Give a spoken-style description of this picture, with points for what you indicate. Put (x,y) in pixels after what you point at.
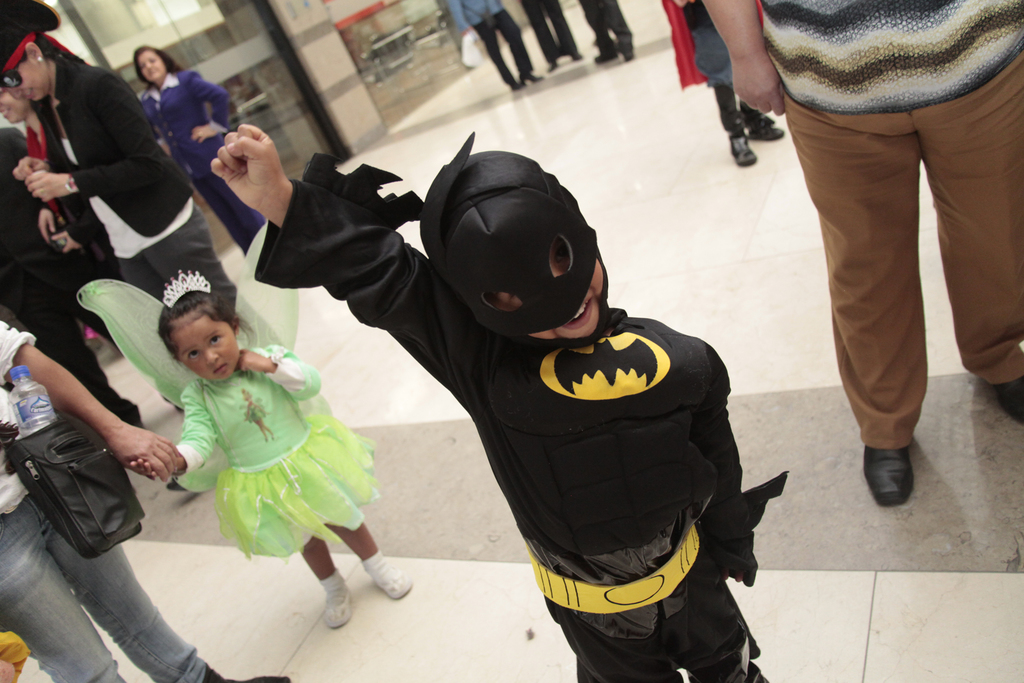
In this image I can see the group of people (349,520) are inside the building (388,507). I can see these people (23,77) are wearing the different color dresses (70,89) and one person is wearing the bag (82,502) and there is a bottle (19,393) in it. I can see one person (353,186) with the costume (539,223).
